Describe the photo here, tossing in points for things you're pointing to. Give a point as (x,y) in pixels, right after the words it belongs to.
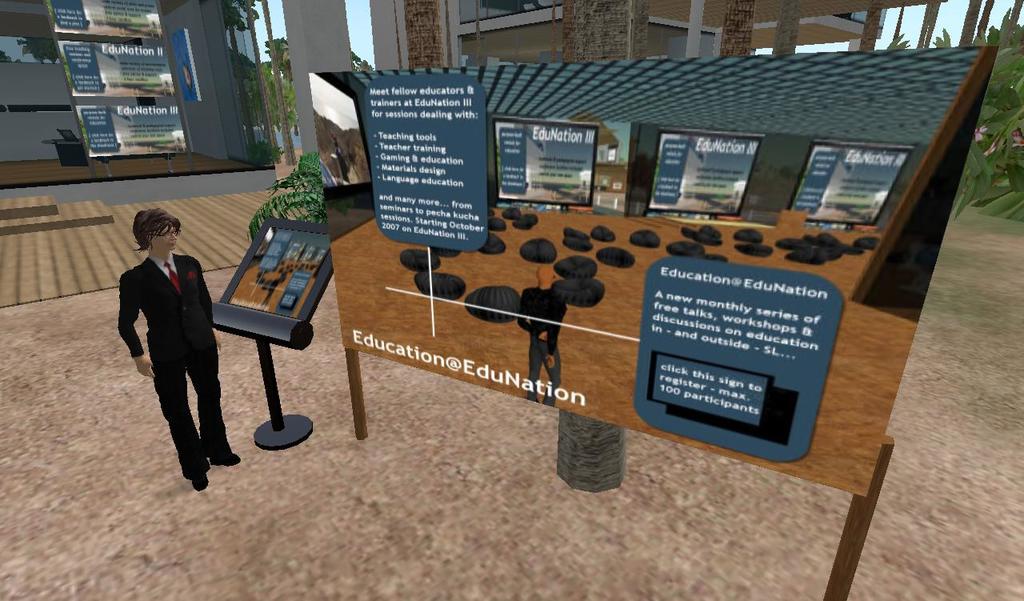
This is an animated image. In this picture, we see a man (169,340) is standing. In front of him, we see a stand (264,331) and a board (439,273) in brown color. We see some black color objects (492,295) and we see some text (457,182) written on the board (678,230). On the right side (1020,65), we see the trees (962,184). There are trees (260,98) and buildings (317,65) in the background (387,30). We see the board (112,62) in white and grey color with some text (95,121) written on it.
